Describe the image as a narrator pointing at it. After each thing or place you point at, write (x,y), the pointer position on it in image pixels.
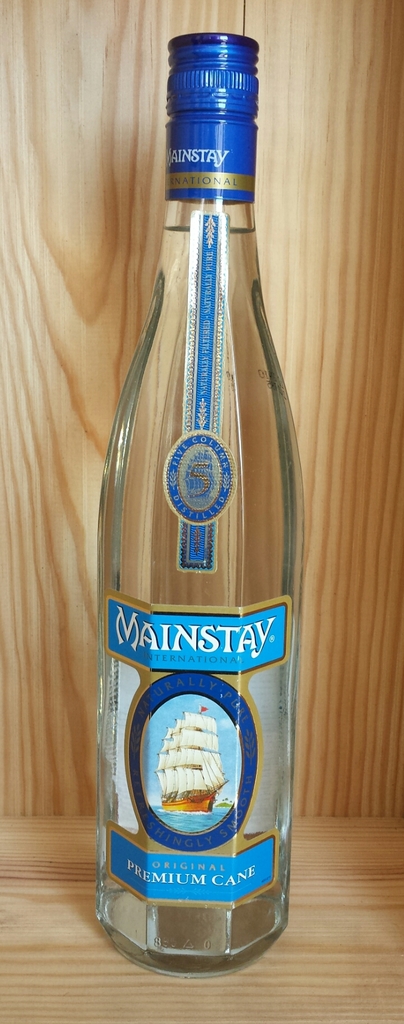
In this image there is a bottle (187,502) which is labeled as mainstay.
